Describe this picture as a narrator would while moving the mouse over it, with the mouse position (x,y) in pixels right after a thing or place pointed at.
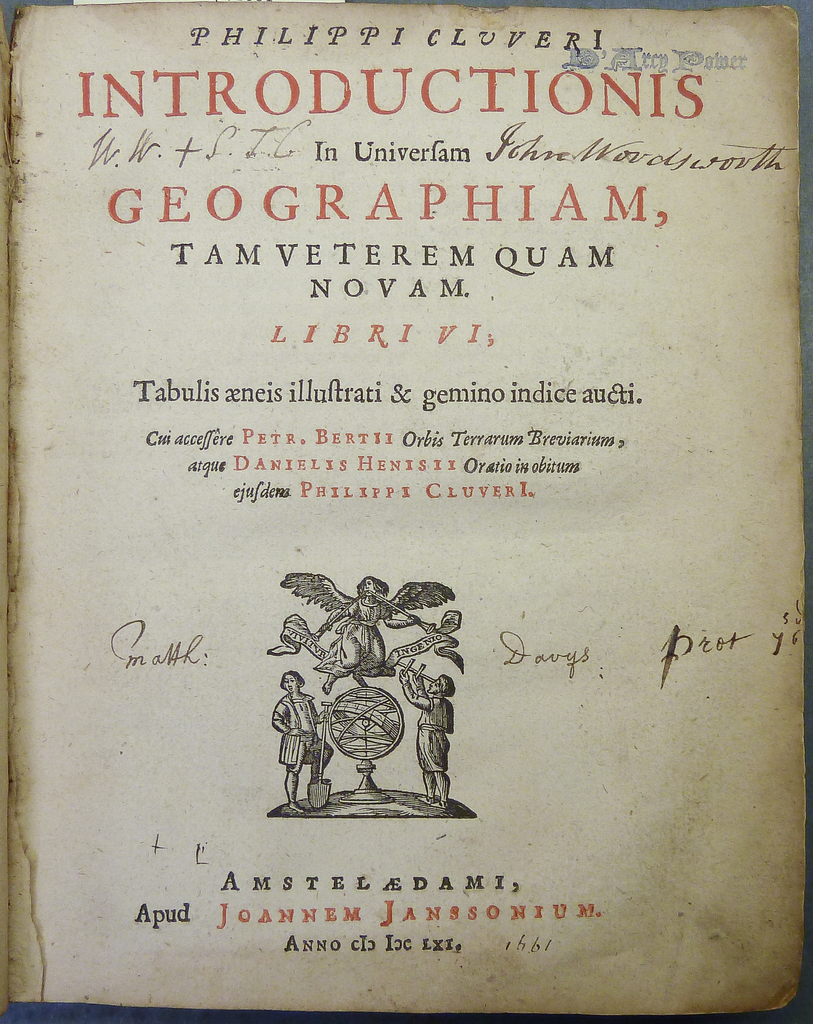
In this image there is a cover page (321,447) and on the page (342,295) there are some texts (352,287) written on it and there are images (323,714).
